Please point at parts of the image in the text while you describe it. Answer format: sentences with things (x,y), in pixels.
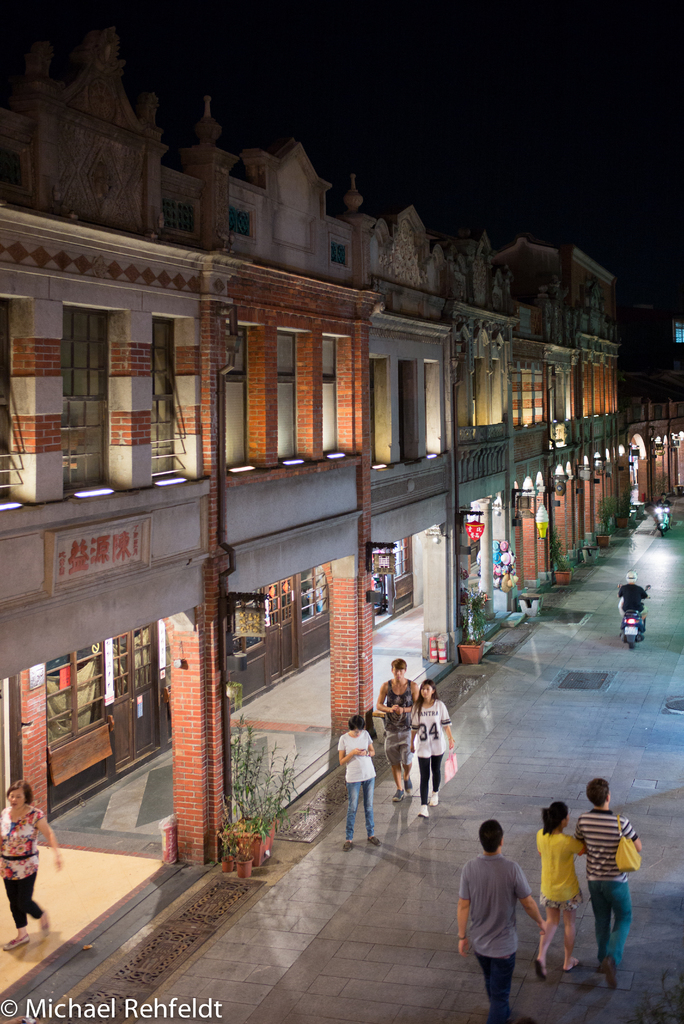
In this picture there are people (579,834) at the bottom side of the image (428,722) and there are stalls (300,626), buildings (371,414), posters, and plants (245,773) in the image.
